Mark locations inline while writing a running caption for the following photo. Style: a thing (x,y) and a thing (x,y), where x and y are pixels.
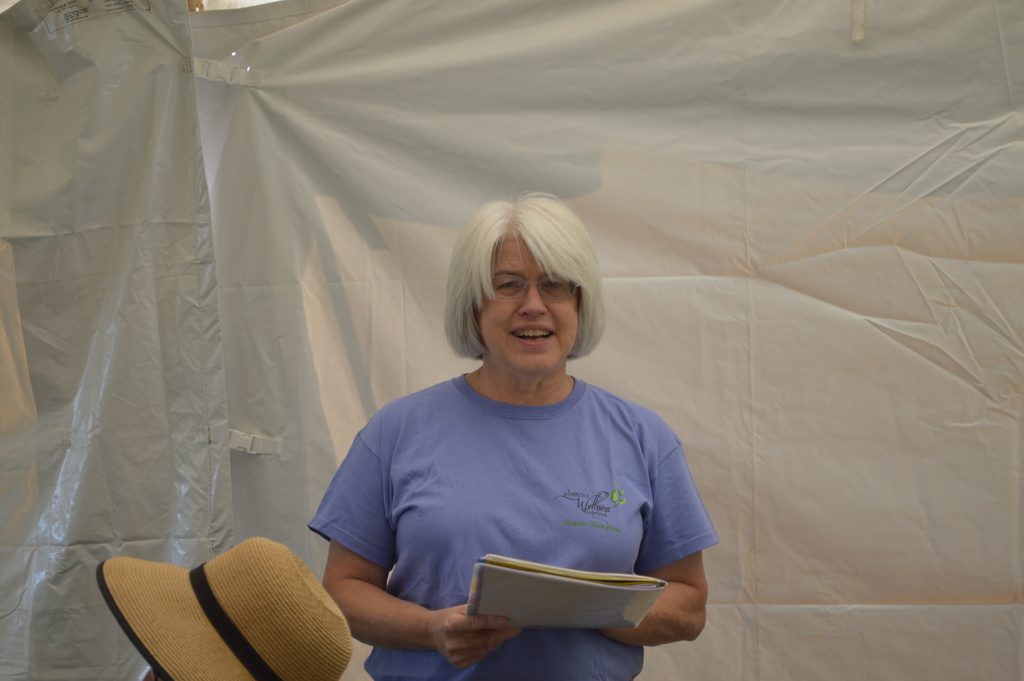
In this image I can see a person (493,444) standing and holding a book (528,588). There is a hat (246,566) and in the background (271,194) there are tarpaulin covers (277,145) or sheets (311,180).
